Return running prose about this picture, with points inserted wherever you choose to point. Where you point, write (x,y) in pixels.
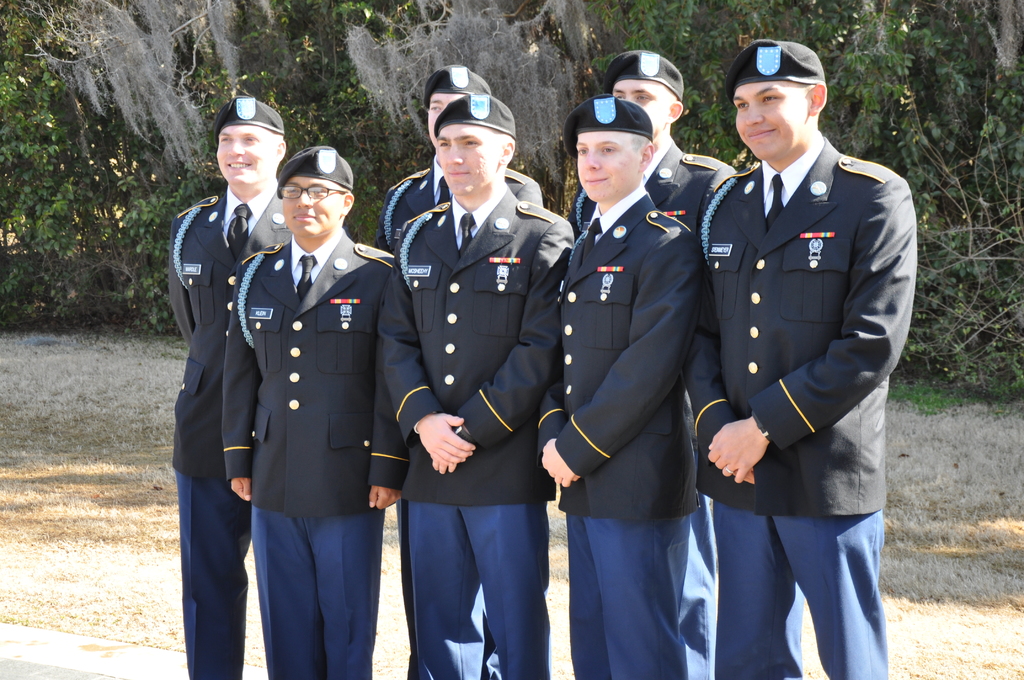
In this picture we can see some people (582,354) are standing and posing for a picture, back side we can see some trees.
